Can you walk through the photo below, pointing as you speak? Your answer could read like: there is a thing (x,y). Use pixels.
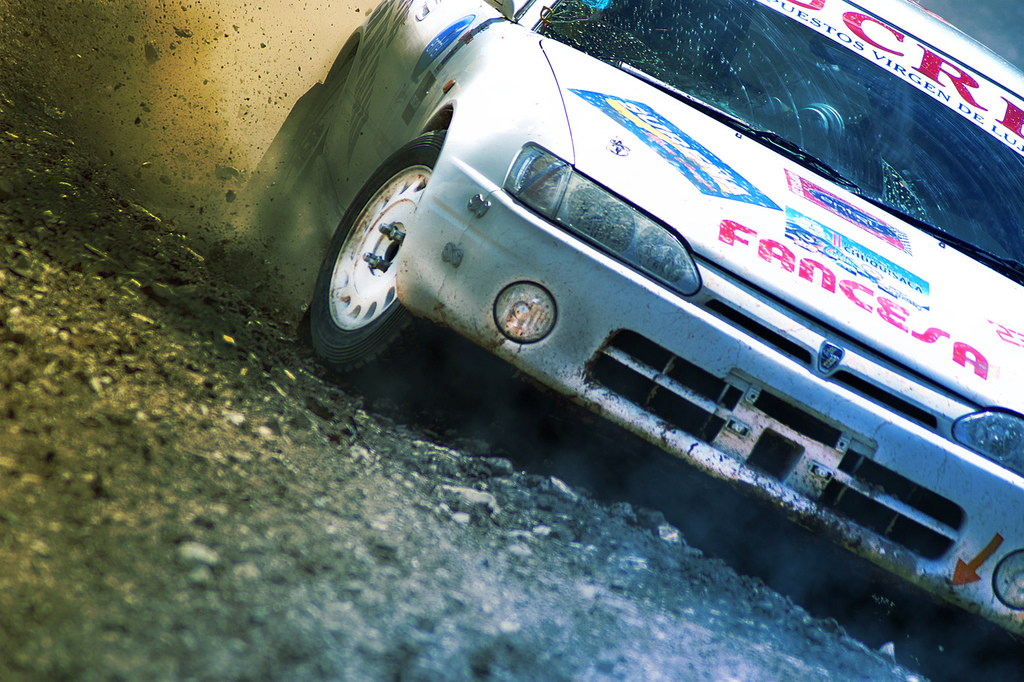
This image consists of a car (813,493) in white color on which there is a text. At the bottom (318,545), there is a ground (291,570). On the left (232,64), we can see the dust (161,90) in the air (249,124).
